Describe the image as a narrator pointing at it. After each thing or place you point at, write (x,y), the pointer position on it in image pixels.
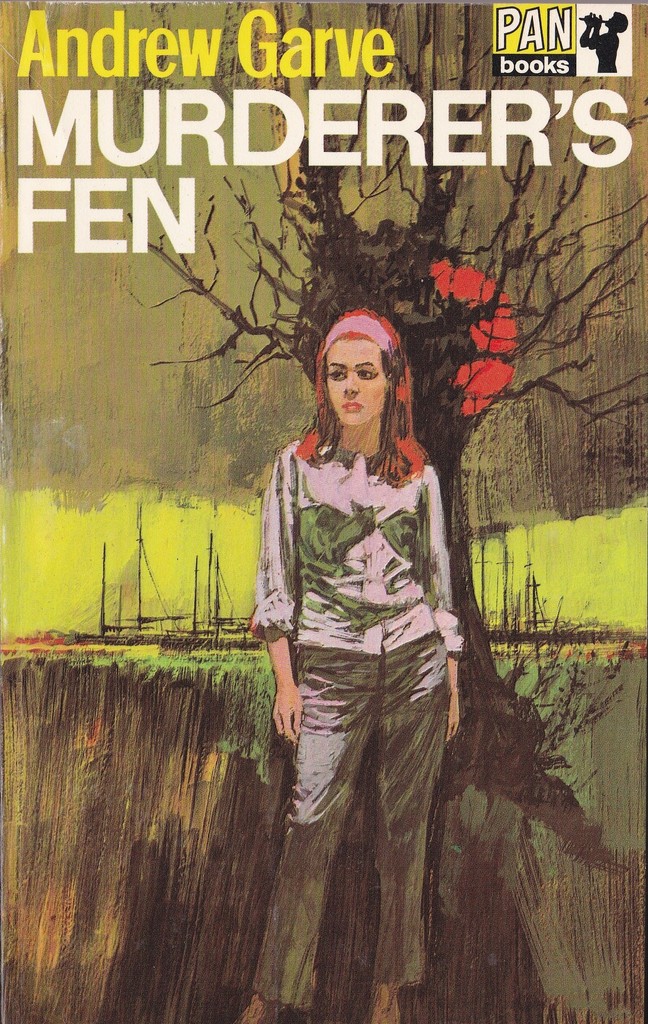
This picture might be a painting in the book (427,798). In this image, in the middle (370,424), we can see a woman (401,801) standing. In the background (397,235), we can see some trees (548,808) and a text (299,126) written in the book (295,228).
